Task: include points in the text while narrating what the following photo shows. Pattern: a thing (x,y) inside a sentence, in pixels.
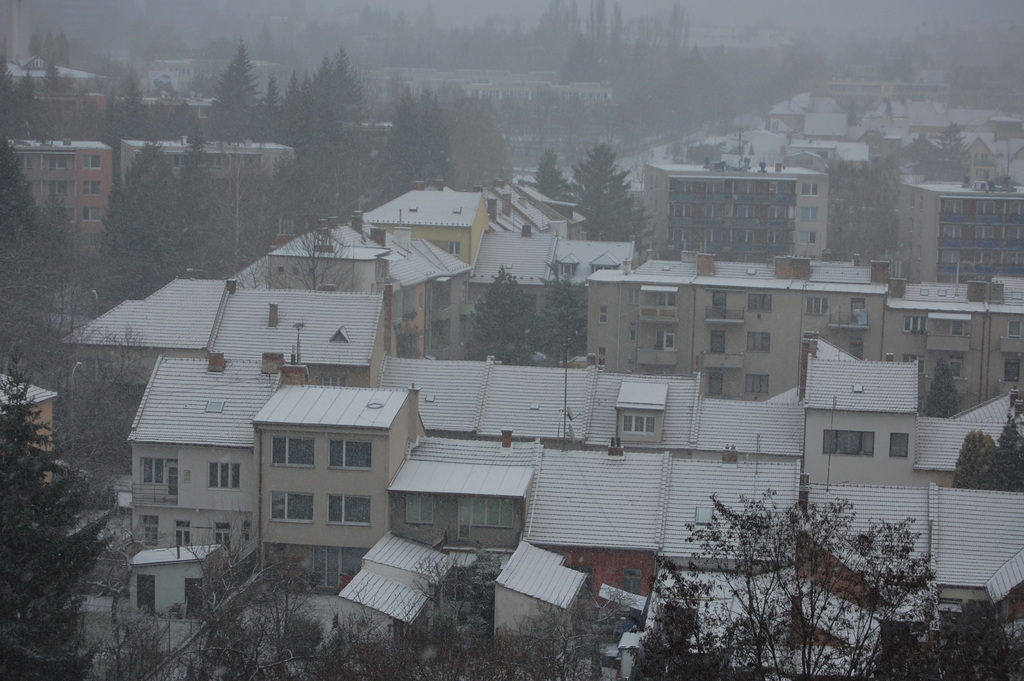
This image contains few buildings (222,374) having few trees (560,295) in between them.
